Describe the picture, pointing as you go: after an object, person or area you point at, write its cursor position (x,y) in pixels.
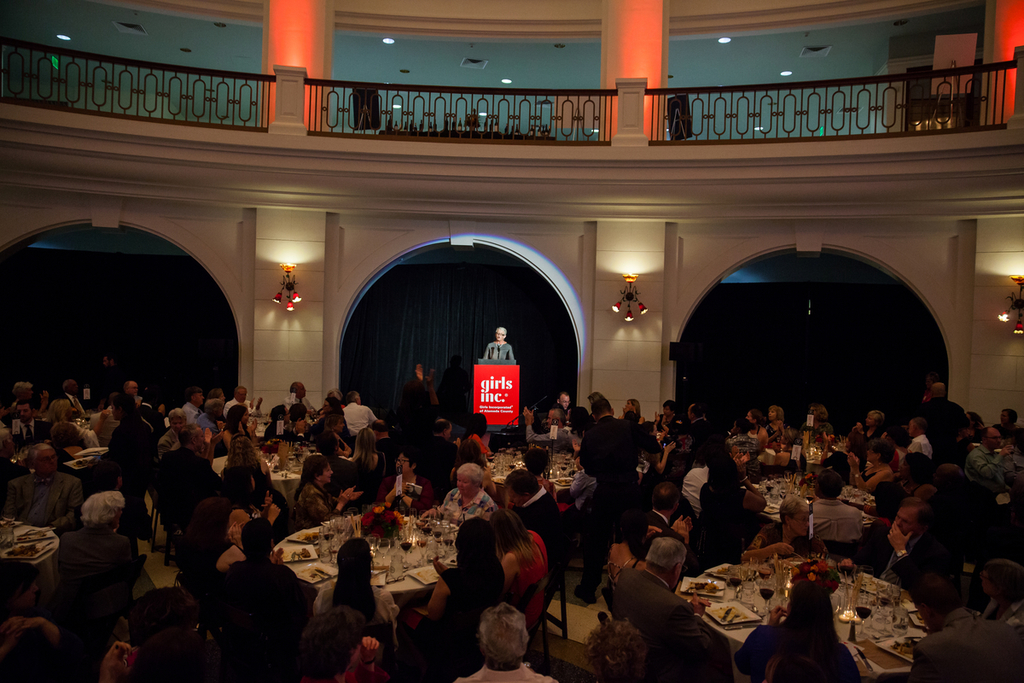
In this image I can see the group of people (188,575) sitting in-front of the table (405,587). On the table (747,631) I can see many glasses (757,588) and plates (731,623). These people (687,611) are wearing the different color dresses (693,639). In the back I can see one person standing behind the podium (495,401) and there are many lights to the wall (303,343). In the top (531,128) I can see the railing (378,126).
